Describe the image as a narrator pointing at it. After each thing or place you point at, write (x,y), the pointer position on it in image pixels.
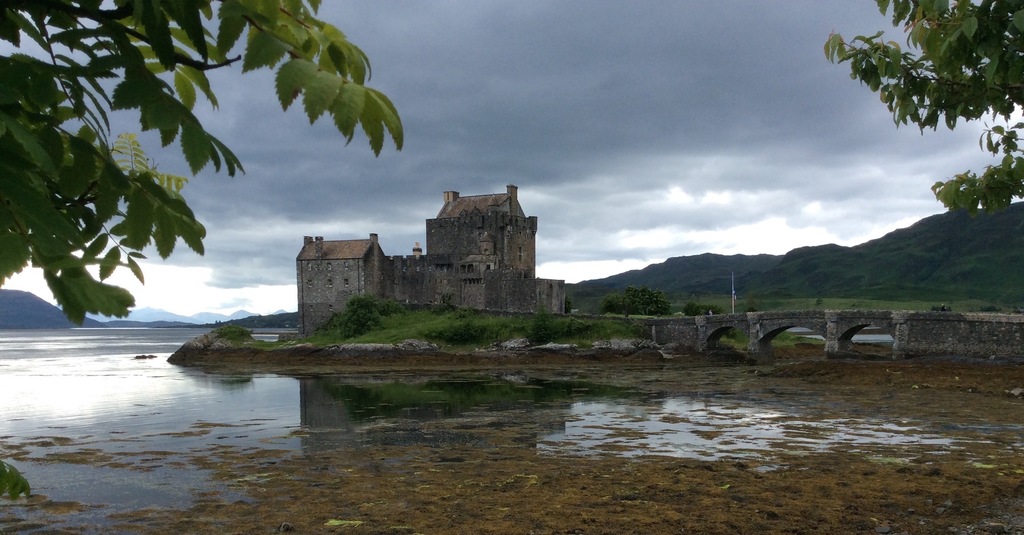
In the middle of the picture (437,262), we see a castle (345,285). Beside that, we see trees (368,314) and grass (446,318). On the right side (931,343), we see a bridge (767,326). At the bottom of the picture (280,418), we see soil (752,514) and water (277,400). On either side of the picture, we see trees (954,46). There are hills (52,321) in the background (916,280). At the top of the picture (648,106), we see the sky (488,143).
